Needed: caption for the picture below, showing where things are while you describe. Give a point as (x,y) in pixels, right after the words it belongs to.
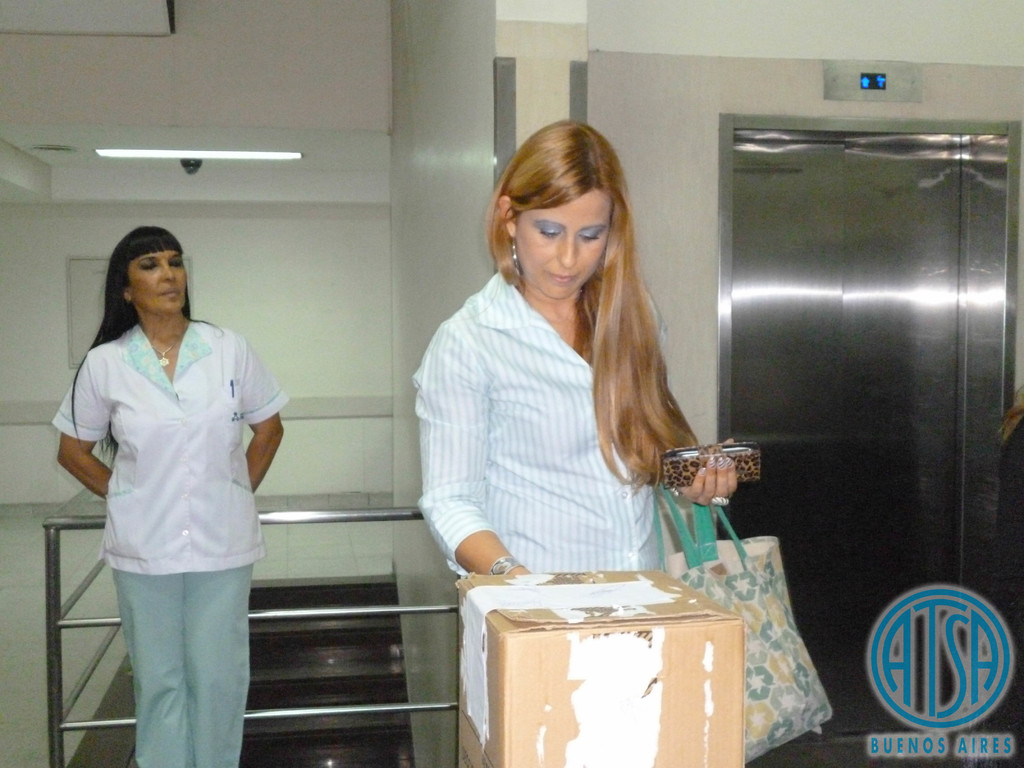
In the image there is a woman (504,420) standing beside a lift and there is a box (641,662) in front of the woman (574,568), behind her another woman (187,441) is standing in front of the stairs (270,596), in the background (679,171) there is a wall (343,224).
